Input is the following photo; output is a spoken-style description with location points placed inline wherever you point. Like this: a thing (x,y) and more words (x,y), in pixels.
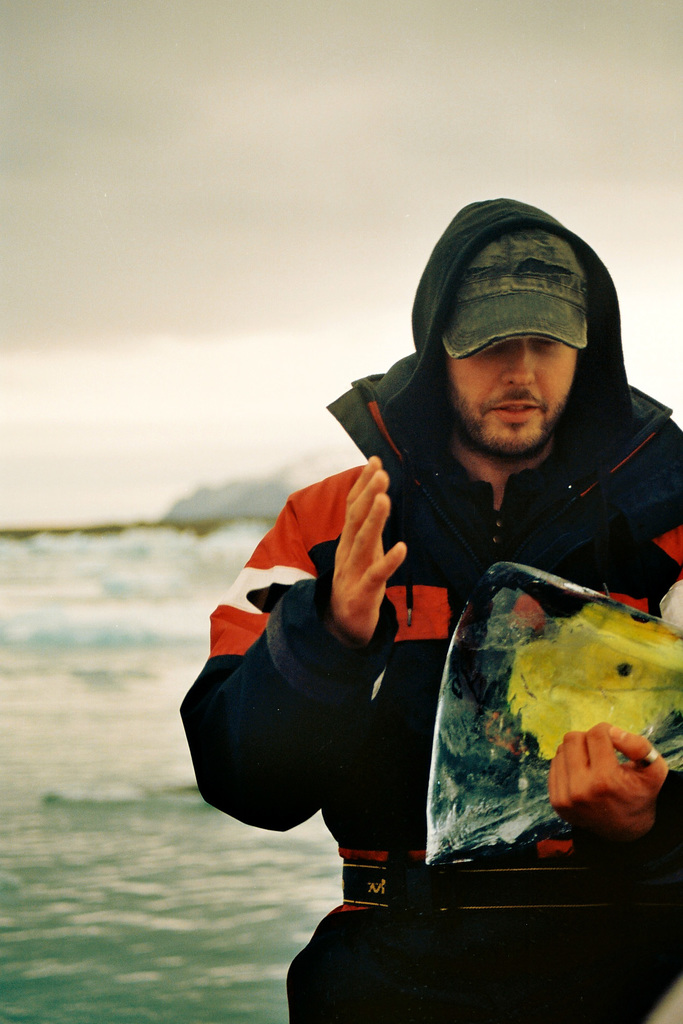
In this image there is one person (395,735) standing on the right side of this image (464,684) is holding an object (541,763). There is a sea (97,756) in the background (184,812). There is a sky (219,344) on the top of this image (292,209).
